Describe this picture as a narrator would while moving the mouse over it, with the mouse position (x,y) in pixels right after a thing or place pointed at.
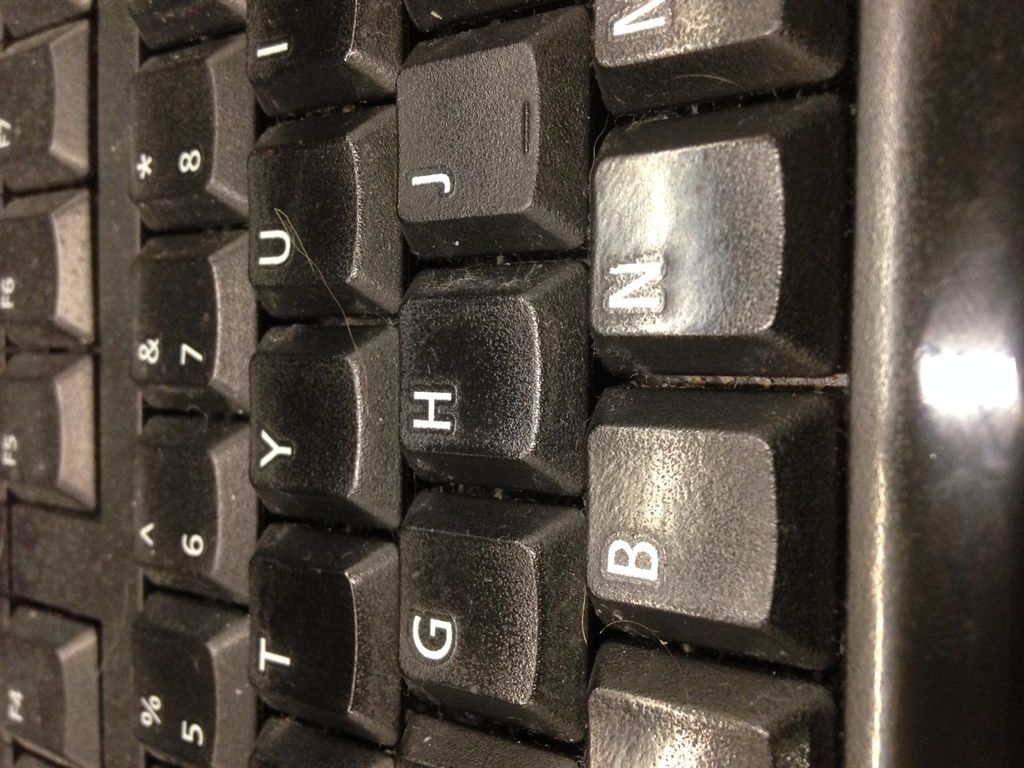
In the given image i can see a keyboard (598,392) and some letters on it.
